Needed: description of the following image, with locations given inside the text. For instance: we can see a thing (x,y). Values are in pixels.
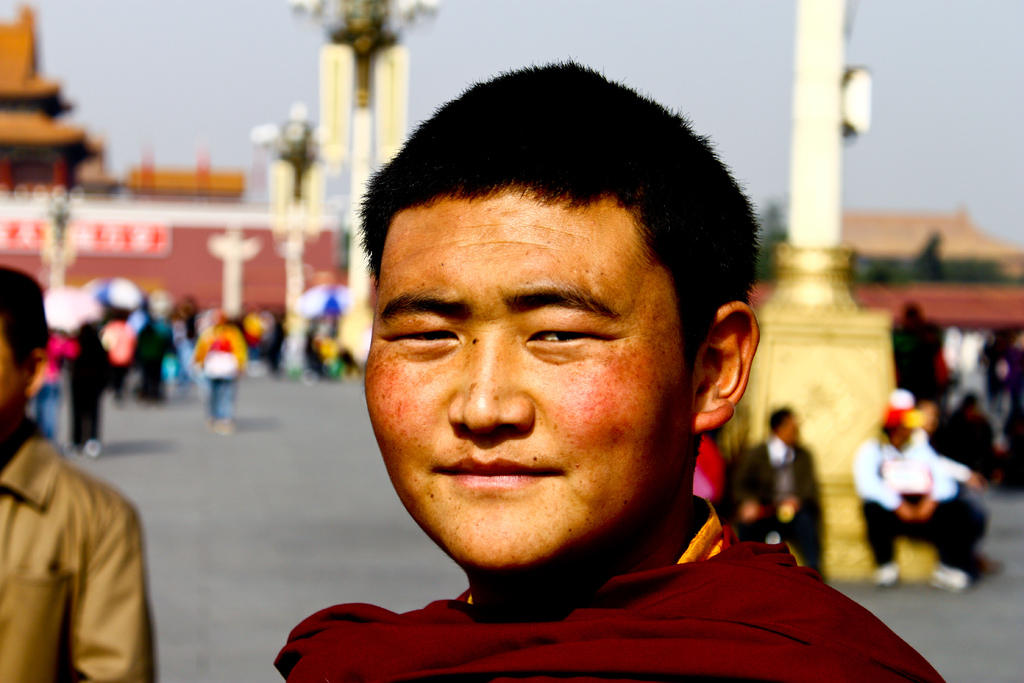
In this picture I can see there is a man (587,660) standing, he is wearing a maroon scarf (683,600) and there are a few people (1000,372) standing in the backdrop (991,361), there are a few people (884,490) sitting on the pole (850,383). There are a few people (156,344) standing in the backdrop (150,371). The image is blurred in the backdrop (978,249), there is a building (918,245), there is a tree (924,276) at the right side (967,259).
